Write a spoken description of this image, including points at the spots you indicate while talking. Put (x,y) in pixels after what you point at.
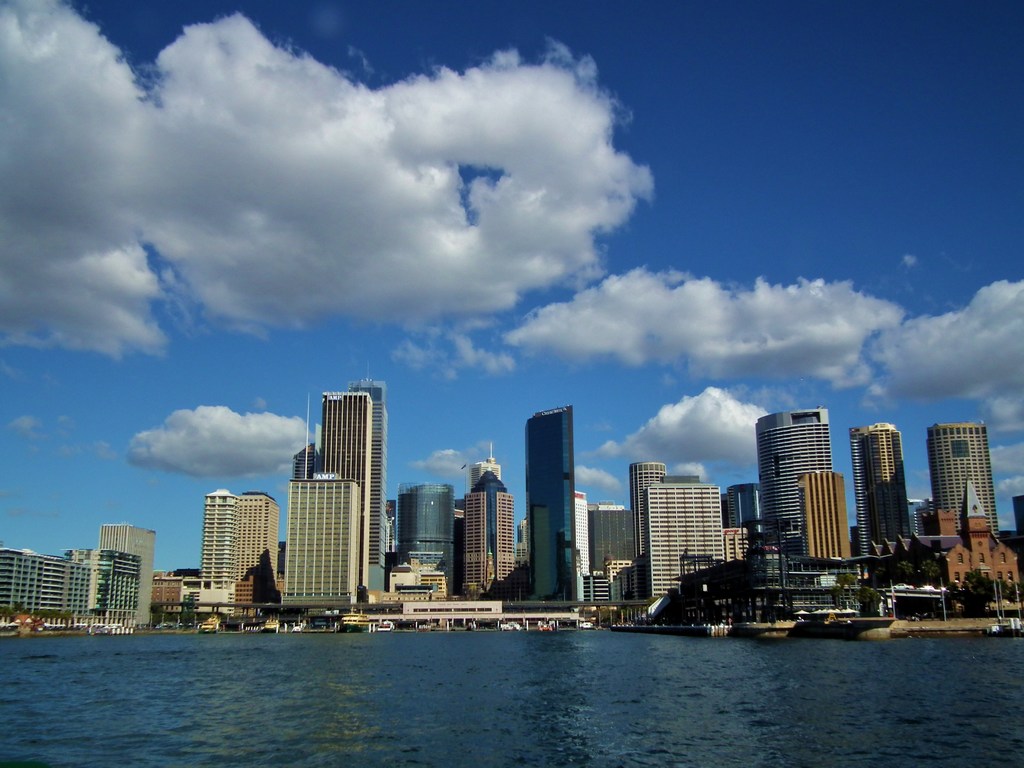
In this image I can see the water (405,655). To the side of the water (564,660) there are many buildings (570,550) and trees (974,577). These buildings (508,559) are in white, cream, blue and brown color. In the background (380,237) I can see the clouds (488,141) and the blue sky (651,203).
